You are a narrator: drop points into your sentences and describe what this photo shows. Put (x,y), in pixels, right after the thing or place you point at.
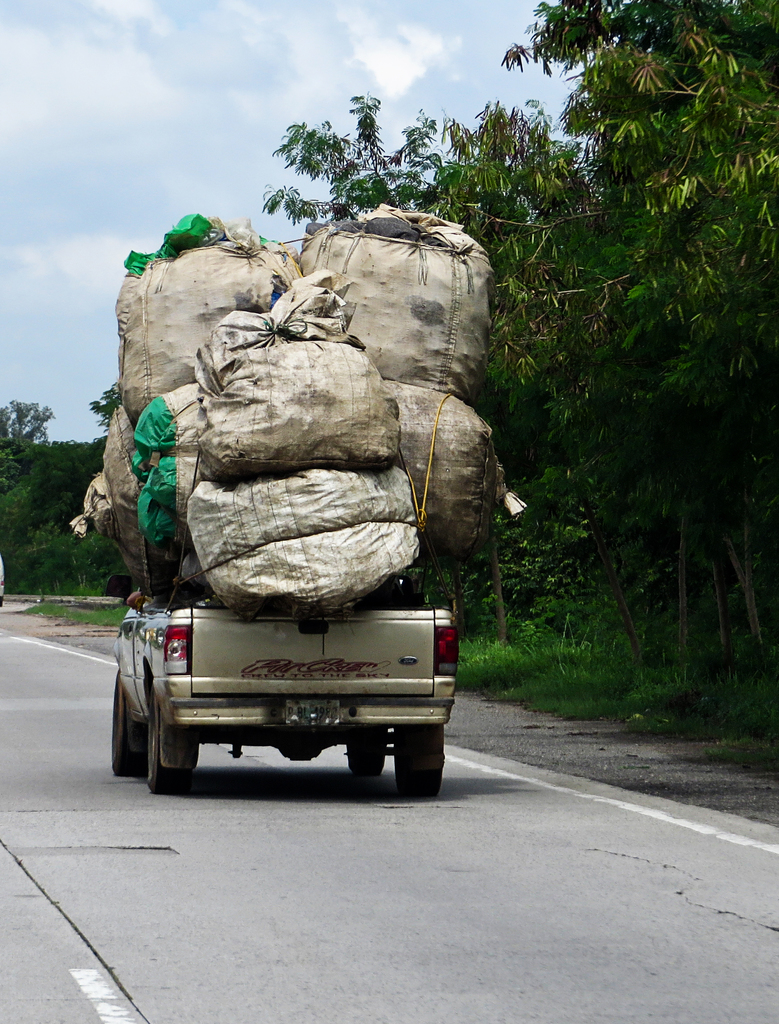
In this image I see the road (290,849) on which there is a vehicle (221,654) over here on which there are many bags (225,369) and I see the grass (480,639) and I see number of trees (533,410). In the background (48,108) I see the sky (194,164).
